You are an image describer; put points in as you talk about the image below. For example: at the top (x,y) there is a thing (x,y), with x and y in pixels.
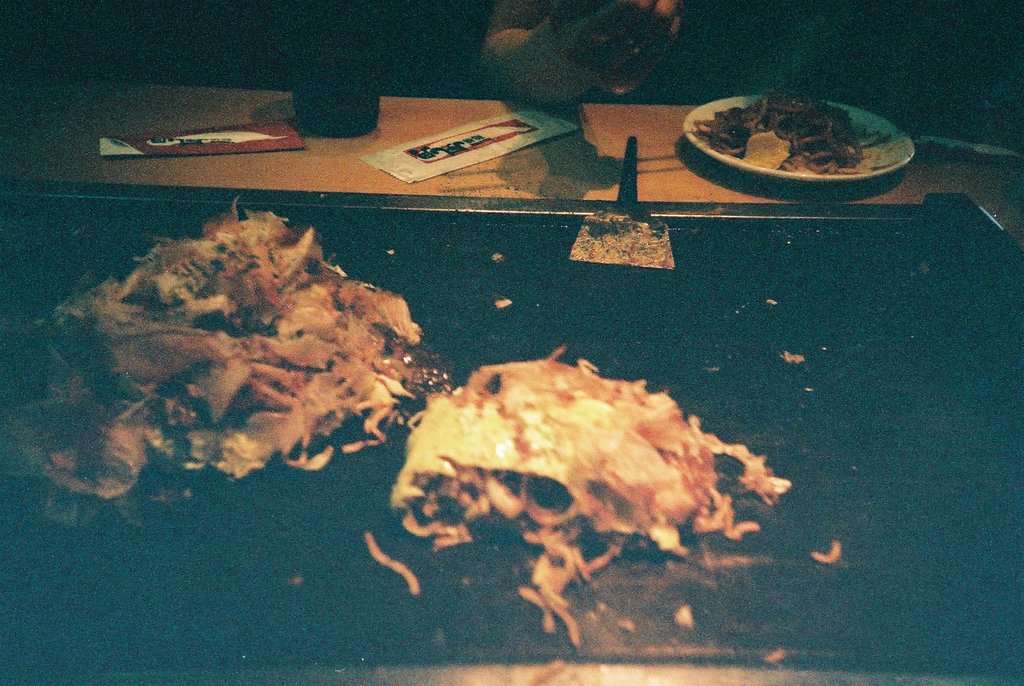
In this image there is a table (831,271), plate (886,158), food (824,133), spatula (640,232), a person's hand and objects (509,137).
